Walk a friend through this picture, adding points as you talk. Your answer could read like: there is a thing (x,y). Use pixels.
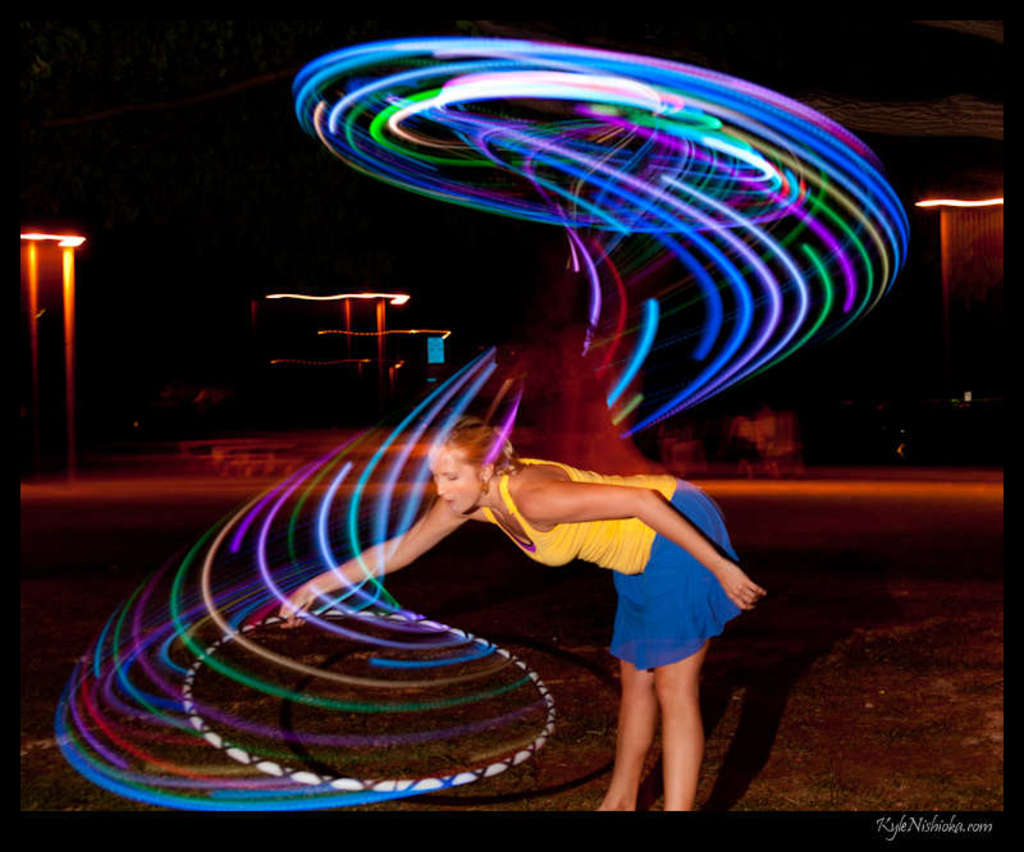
In the foreground of this image (676,653), there is a woman (651,657) bending and holding a ring like structure (510,758) and we can also see the shades (583,142) of lights (706,289) which are coming through the ring (194,716). In the background (773,559), there is the road (817,527) and the dark background (152,179) with few lights (369,331).
